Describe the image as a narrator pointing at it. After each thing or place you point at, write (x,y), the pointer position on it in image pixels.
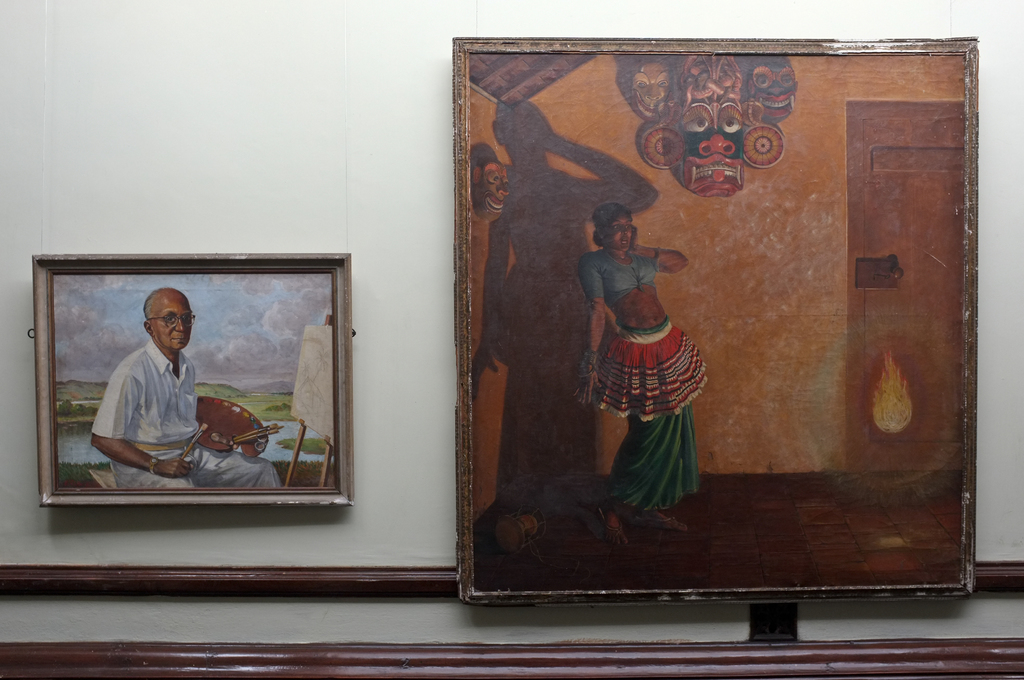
In the image there are two photo frames (192,357) attached to the wall (430,128).
